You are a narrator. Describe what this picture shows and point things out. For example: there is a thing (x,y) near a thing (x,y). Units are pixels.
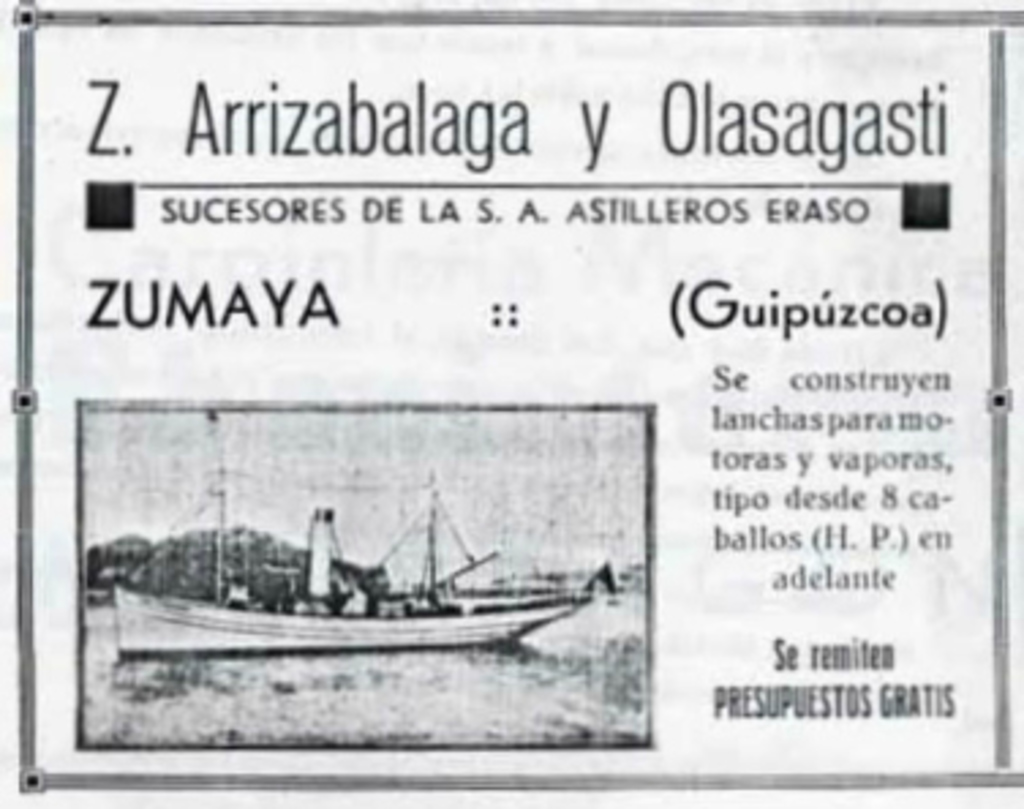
In this image we can see a black and white picture of a ship (476,632) in a water body (493,704). We can also see some text (935,370) on this image.
